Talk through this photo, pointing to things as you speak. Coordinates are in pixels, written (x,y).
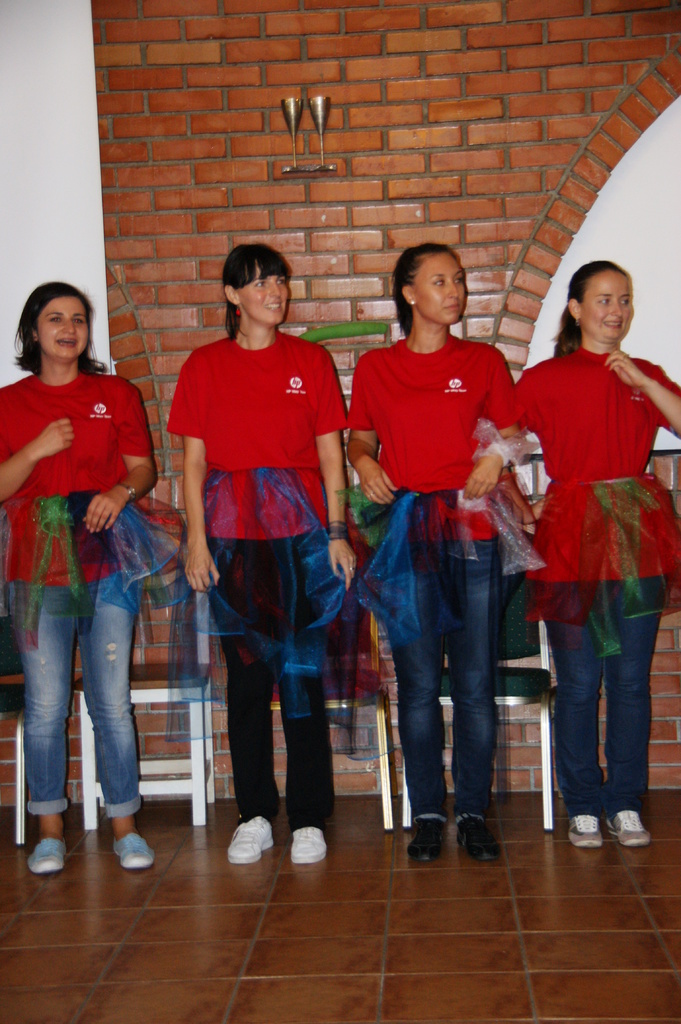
In this image I can see four women (266,461) wearing red, blue and black colored dress (237,650) are standing and I can see few chairs (200,715) behind them. In the background (266,178) I can see the wall (266,178) which is brown and white in color and few objects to the wall (282,157).
